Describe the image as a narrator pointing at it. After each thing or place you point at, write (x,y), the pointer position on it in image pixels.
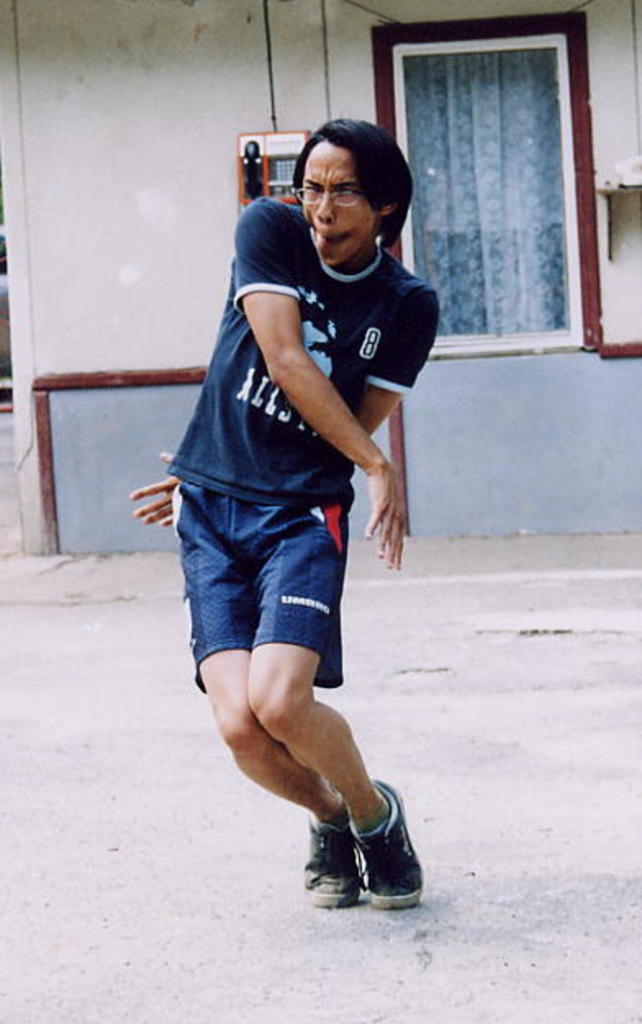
This picture is clicked outside. In the center (307,360) we can see a person (308,246) wearing blue color t-shirt (305,319) and seems to be dancing on the ground (465,814). In the background (273,141) we can see the telephone (251,141) attached to the wall (95,147) of a house (123,185) and we can see the window (496,181) and the curtain (502,248) and some other objects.
